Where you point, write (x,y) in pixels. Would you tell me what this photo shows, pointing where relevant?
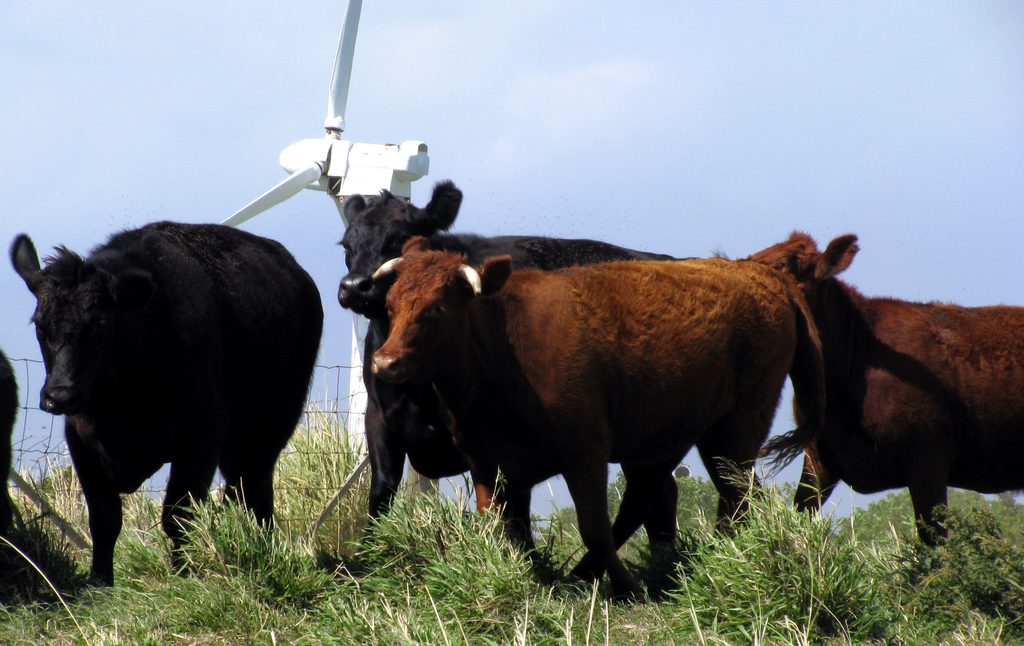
In the image we can see there are animals (528,416) standing on the ground (128,601) and the ground (119,616) is covered with grass (455,630). Behind there is a windmill (333,157) and there is a clear sky (479,128).
